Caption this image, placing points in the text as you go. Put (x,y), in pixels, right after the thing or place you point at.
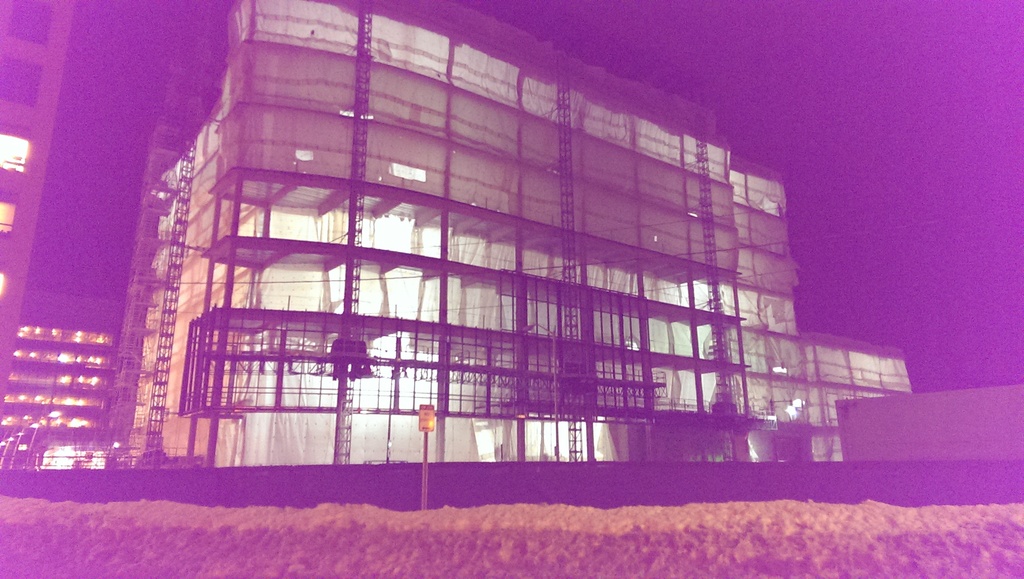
In this image, in the middle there is a signal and near the signal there is a building (262,330) and background (903,74) is the sky (924,100).
